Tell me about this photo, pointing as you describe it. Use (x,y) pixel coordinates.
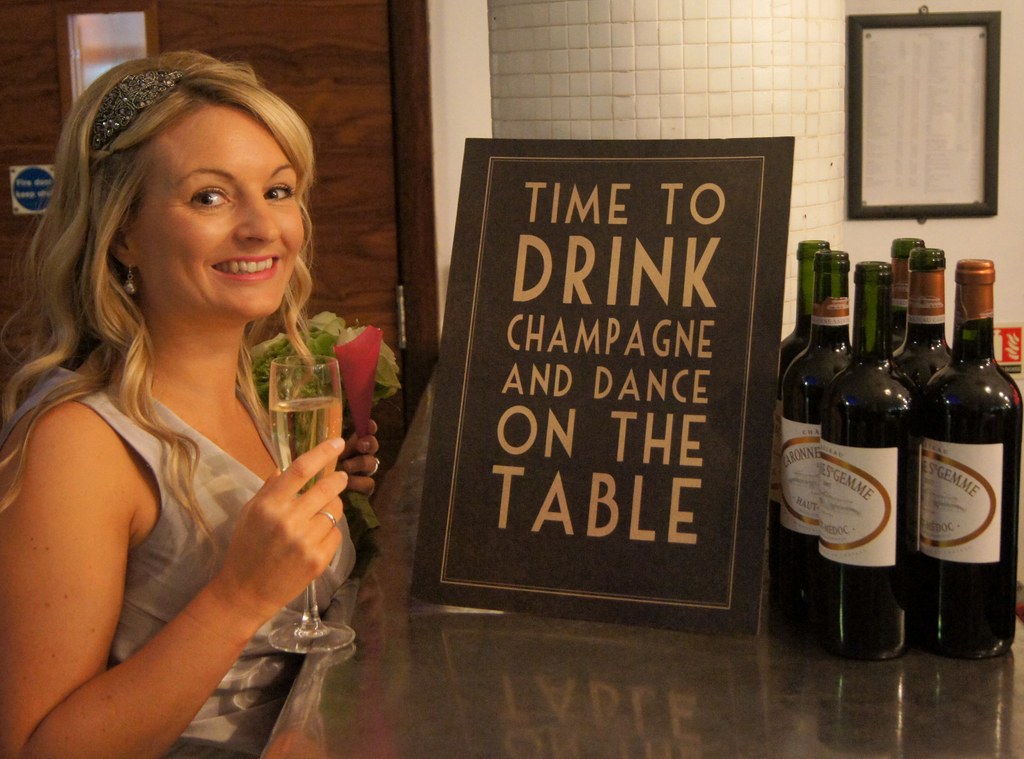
In this picture there is a woman (225,462) holding a wine glass (309,416) in her hand (312,462) and smiling in front of the table (452,710) on which a wine bottles (876,458) were placed and a quote (624,392) was framed here. In the background (911,163) there is a wall (459,67) to which a photo frame (871,88) was attached.
